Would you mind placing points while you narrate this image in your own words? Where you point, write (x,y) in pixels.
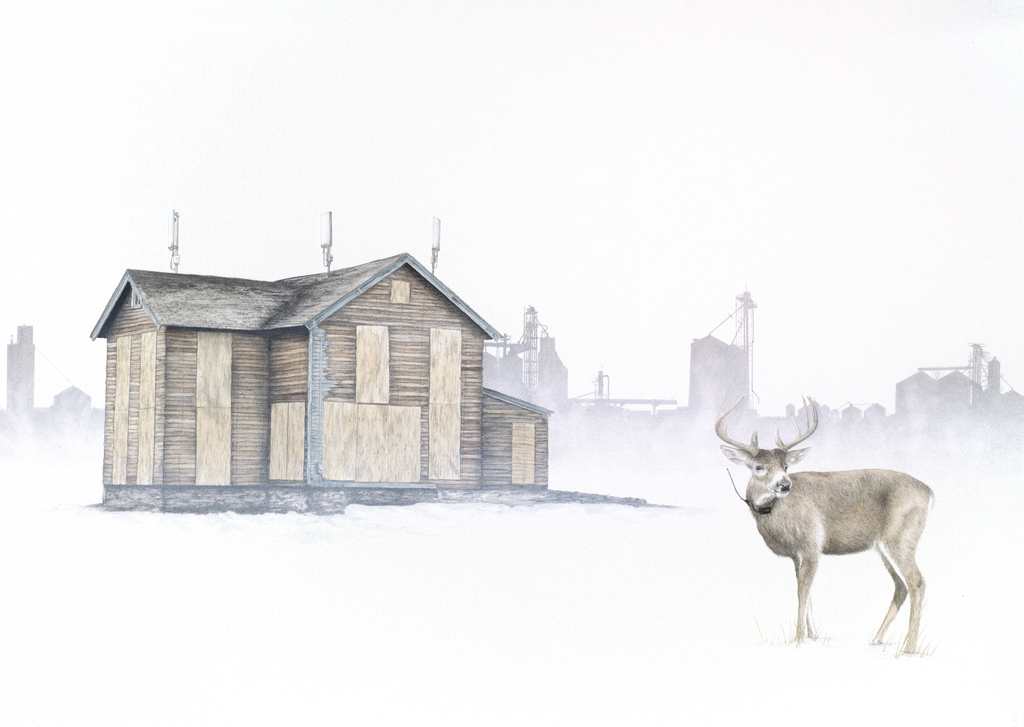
In the image I can see a house (431,437) and an animal (845,503). In the background (612,398) I can see buildings (850,417). The background of the image (373,150) is white in color.
